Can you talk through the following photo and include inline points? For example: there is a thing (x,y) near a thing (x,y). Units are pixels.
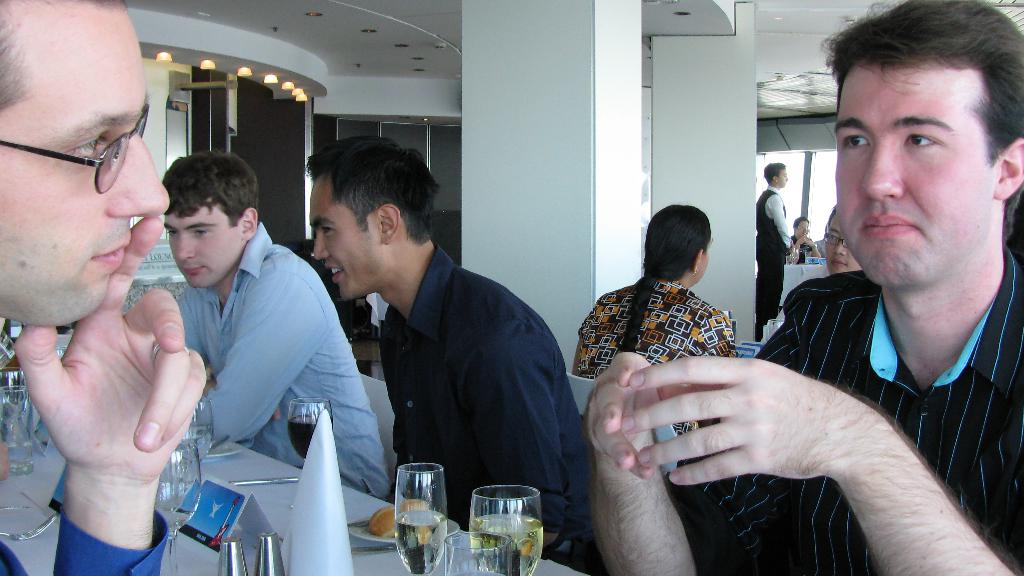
This is an inside view of a room (471,494). Here I can see few men (411,438) sitting around a table (267,492). On the table (269,509), I can see few glasses (437,534), plates (361,528), food items (389,517), papers (262,515), spoons (37,531) and some other objects (319,534). In the background (773,288), I can see some other people (697,307) and also there are two pillars (578,187). On the left side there is a glass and there are few lights (214,69) at the top (300,97). In the background (799,167) there is a window (810,176).
